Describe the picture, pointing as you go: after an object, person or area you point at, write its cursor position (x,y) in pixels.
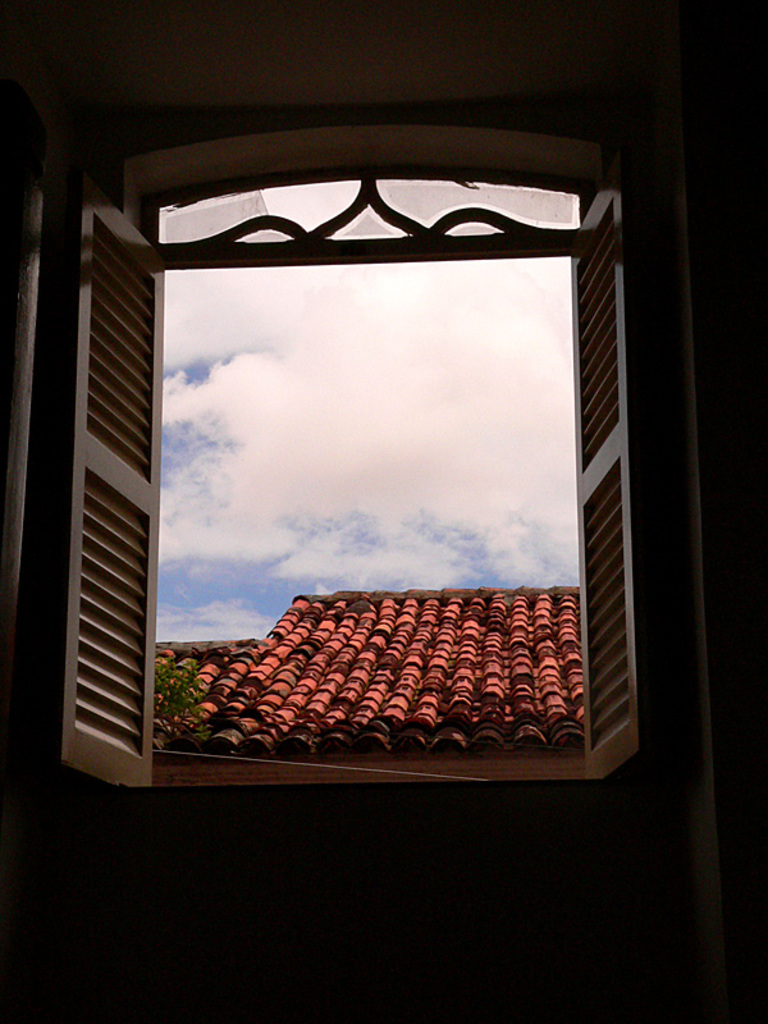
There is a window (602,750). Through the window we can see roof (335,600), plant (185,677) and sky (266,537) with clouds (311,444).
